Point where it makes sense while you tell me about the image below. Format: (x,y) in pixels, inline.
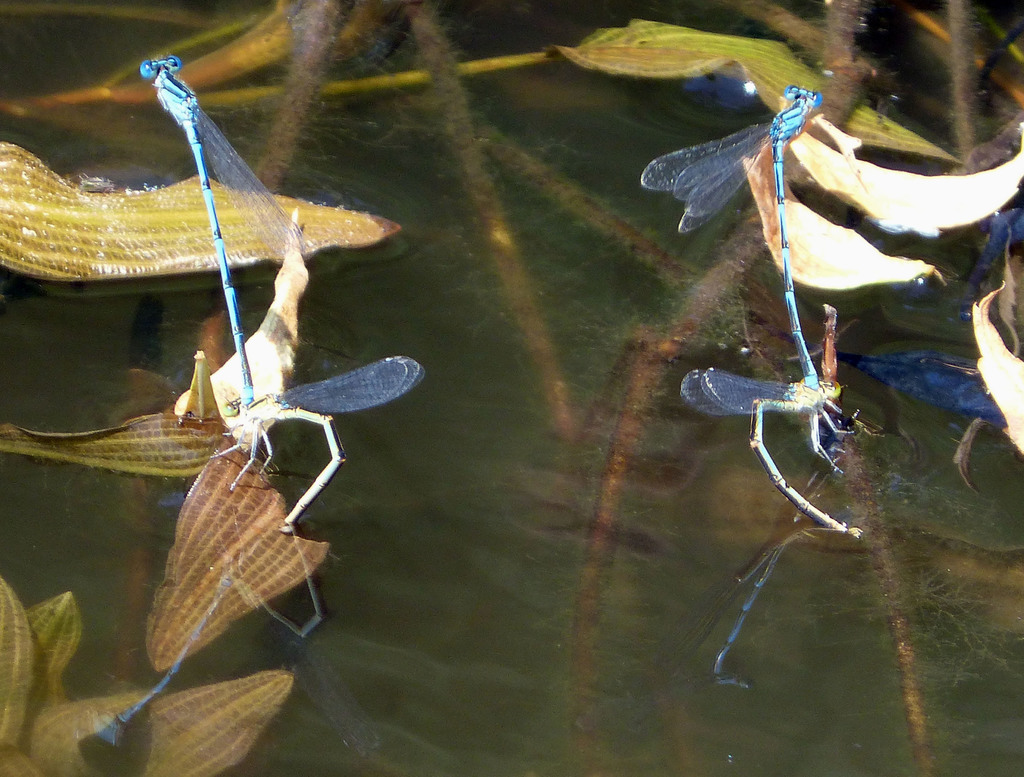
In this image at the bottom (360,638) there is one pond (507,494), in that pond (584,165) there are some insects (324,390) and some water plants (212,539).
